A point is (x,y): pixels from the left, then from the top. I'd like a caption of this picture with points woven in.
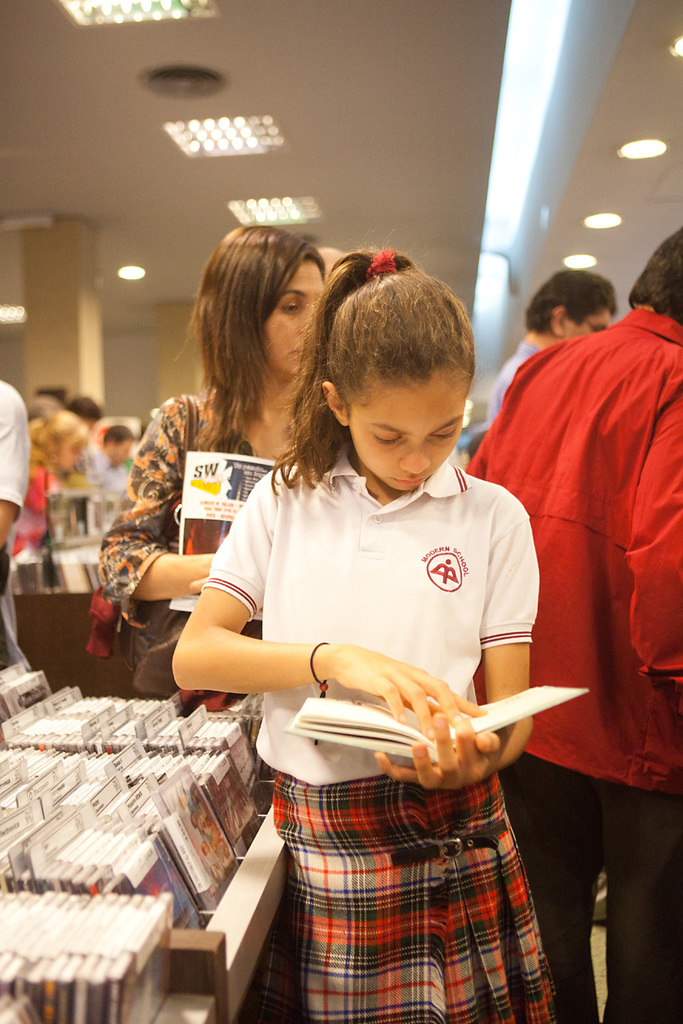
In this image in the foreground (382,1020) there is a girl (443,554) and she holding a book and wearing white T-shirt (379,531).
